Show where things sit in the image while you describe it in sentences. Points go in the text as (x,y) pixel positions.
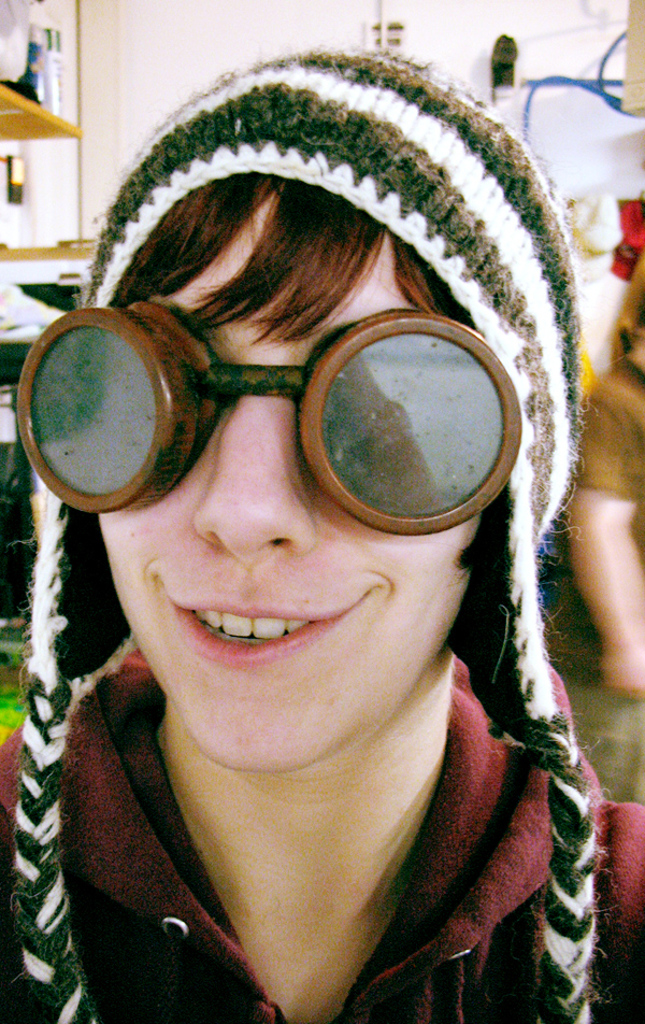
In this image I can see a person (208,529) taking the picture wearing glasses (344,441) and a winter cap (334,153). And in the background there are some objects (14,63).
